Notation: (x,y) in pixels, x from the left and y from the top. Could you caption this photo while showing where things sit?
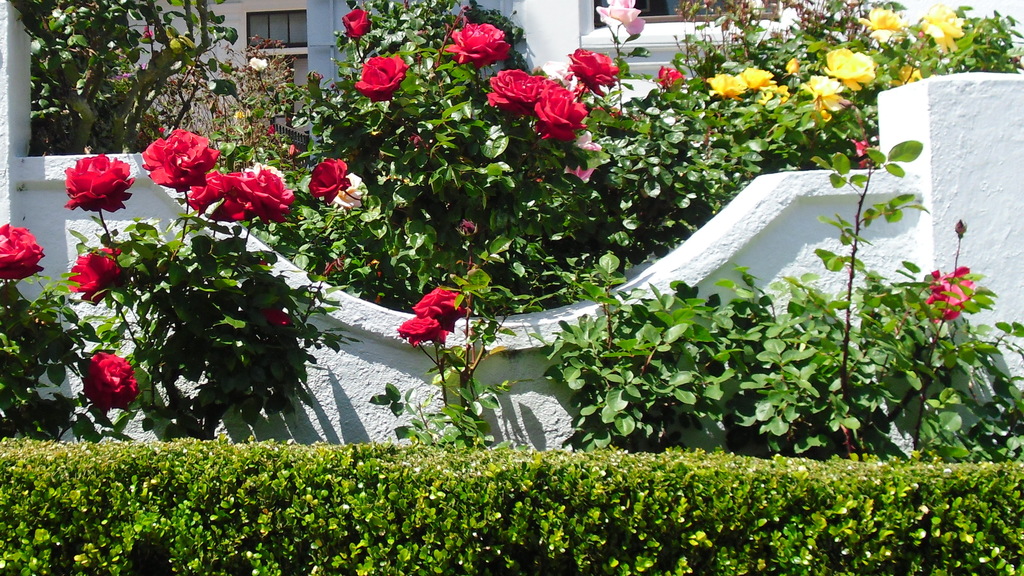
There are plants (61,511) planted in a row. In background (958,361), there are plants (900,336) having flowers (169,185) near white wall (729,260). Outside this wall (707,232), there are other plants (670,82) which are having flowers (940,19) in different colors and there is a white color building (267,14) which is having glass windows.
